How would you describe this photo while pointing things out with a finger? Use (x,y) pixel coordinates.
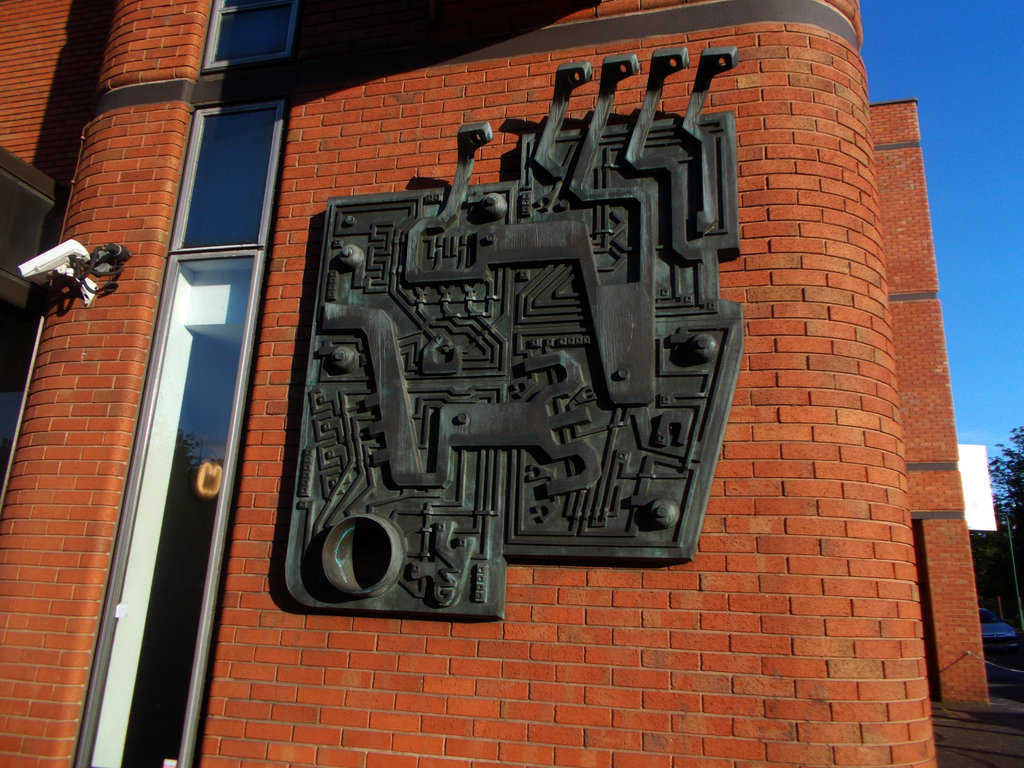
In this image we can see a building (612,745), glasses (225,31), trees (1009,508), and few objects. On the right side of the image (995,202) we can see sky (979,280).
